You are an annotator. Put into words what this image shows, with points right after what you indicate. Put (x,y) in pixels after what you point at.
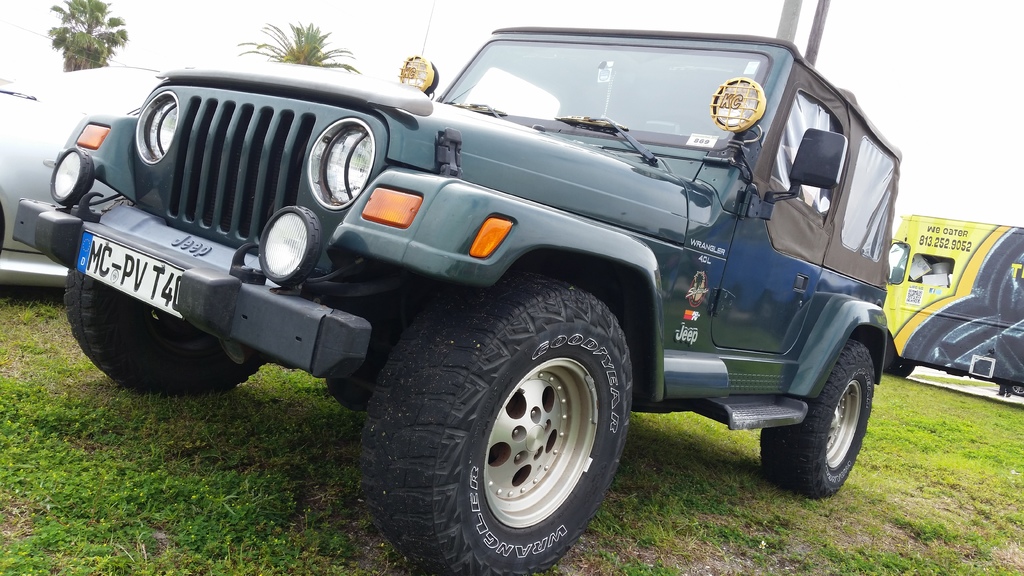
In the center of the image (609,209) there are vehicles (330,288) on the grass (317,510). In the background of the image (269,30) there are trees (305,51). There is sky (925,82). There is a van (950,358).
